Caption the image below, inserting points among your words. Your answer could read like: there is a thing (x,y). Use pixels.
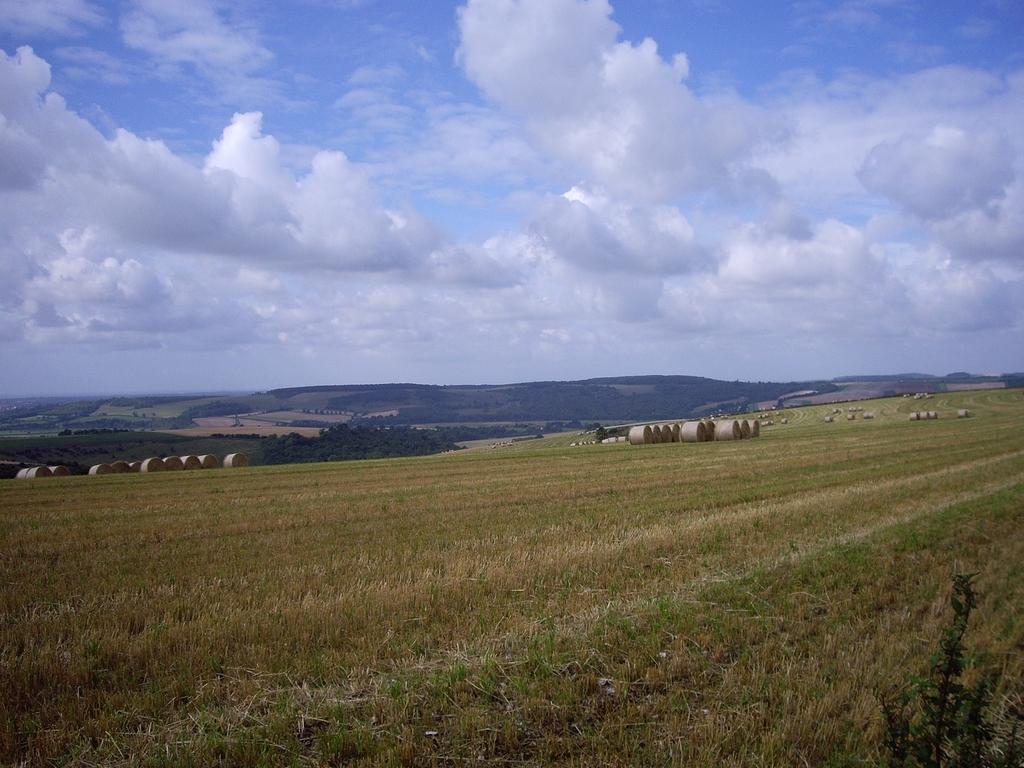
In this image there is a field (633,514) in that field (89,579) there are grass bundles (712,423), in the background (689,401) there are mountains (412,407) and a cloudy sky (375,346).
